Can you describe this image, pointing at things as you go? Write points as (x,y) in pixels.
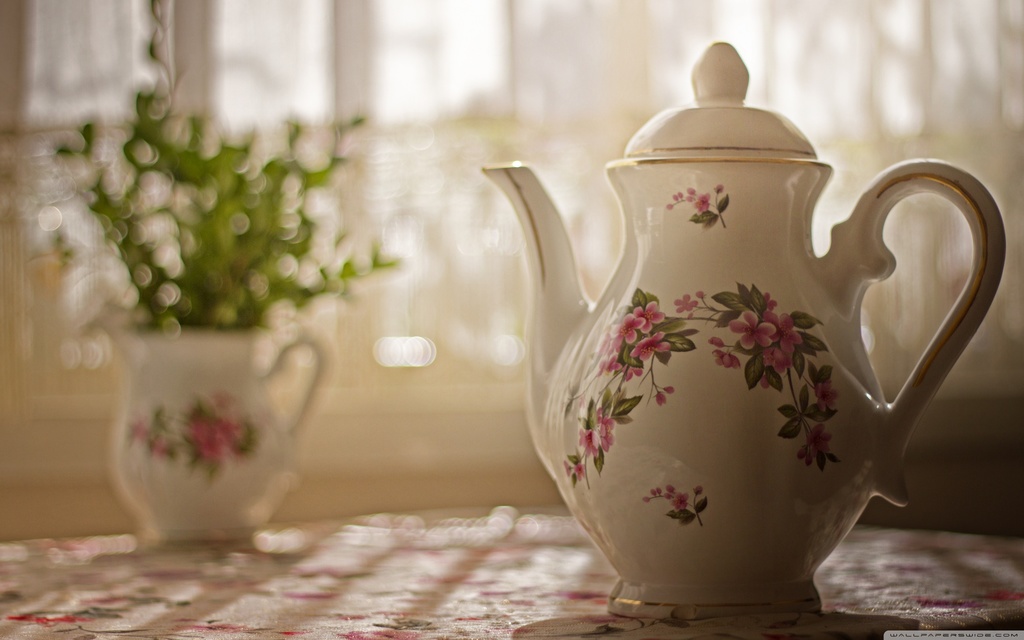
In this picture we can see a house plant (272,482) and a kettle (809,480). Background (114,522) is blurry.
